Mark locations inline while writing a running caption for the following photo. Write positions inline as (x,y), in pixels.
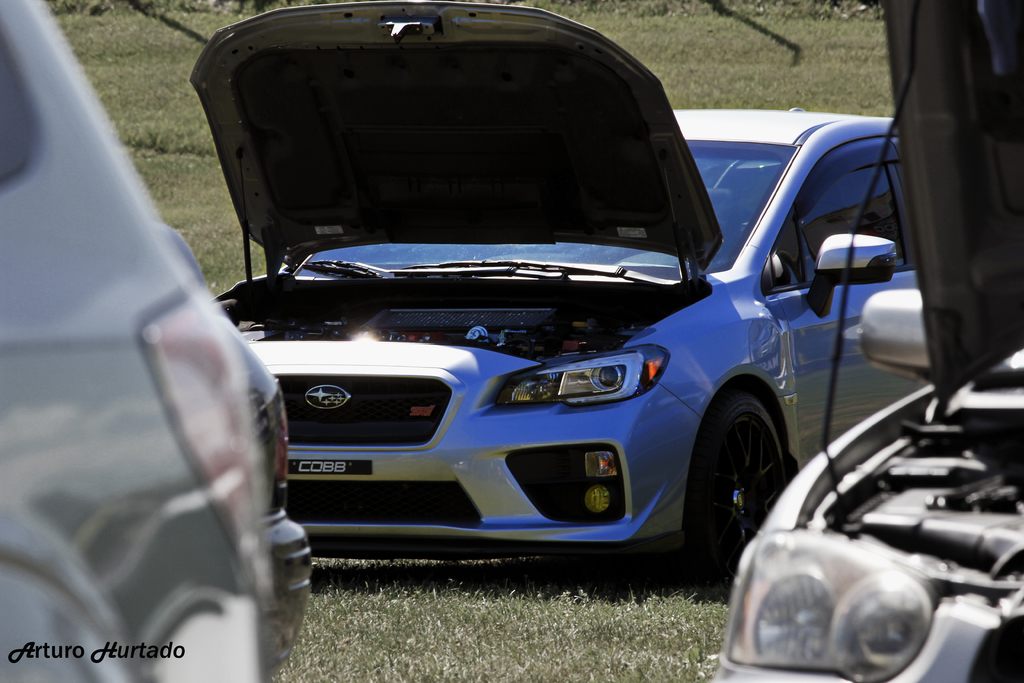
In this picture I can see few vehicles (536,536) are on the grass (391,645).
